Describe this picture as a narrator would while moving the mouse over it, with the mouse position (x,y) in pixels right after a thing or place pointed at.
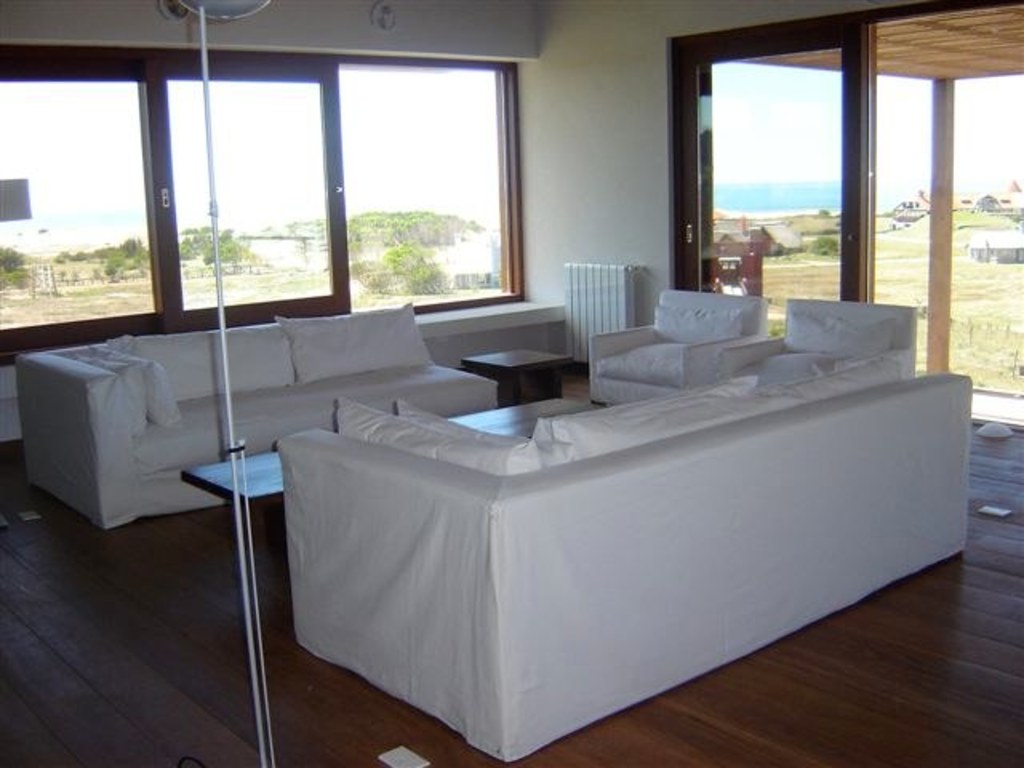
In this picture we can see a room (569,317) with sofa (766,418), chairs (628,360), tables (254,478), pole (205,36), windows (248,232), wall (632,104) and from window (846,143) we can see sky (760,159), trees (378,247), land (991,295), houses (896,214).
